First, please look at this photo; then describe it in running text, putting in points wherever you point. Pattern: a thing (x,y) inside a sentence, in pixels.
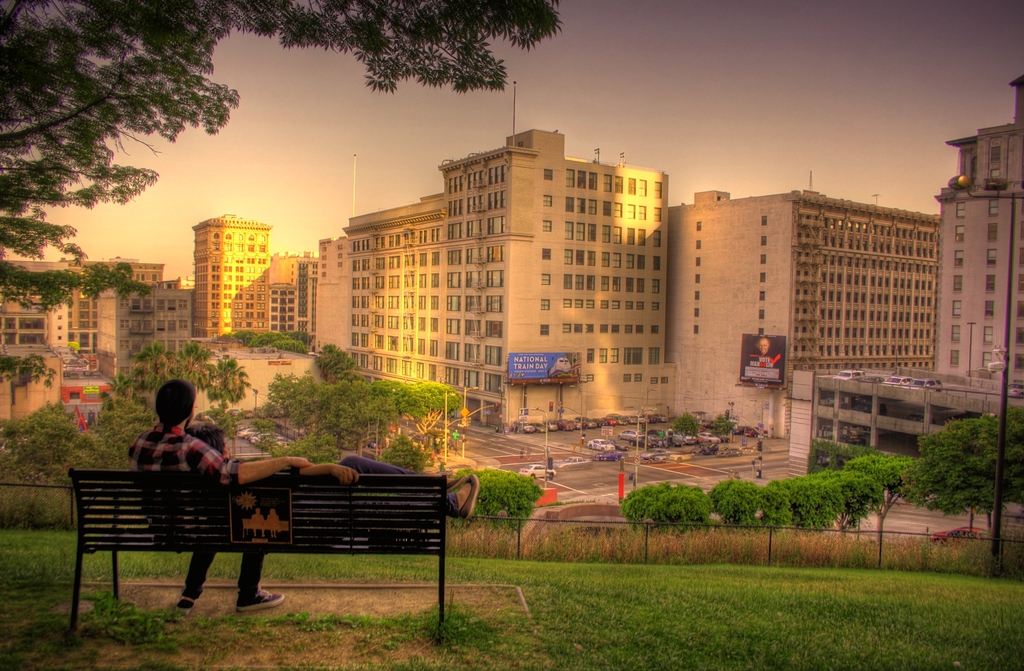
In this image i can see 2 persons (193,454) sitting on a bench (267,526). In the background (598,468) i can see few vehicles (583,459), a road (585,475), few trees (120,293), few buildings (663,326) and the sky (819,99).
